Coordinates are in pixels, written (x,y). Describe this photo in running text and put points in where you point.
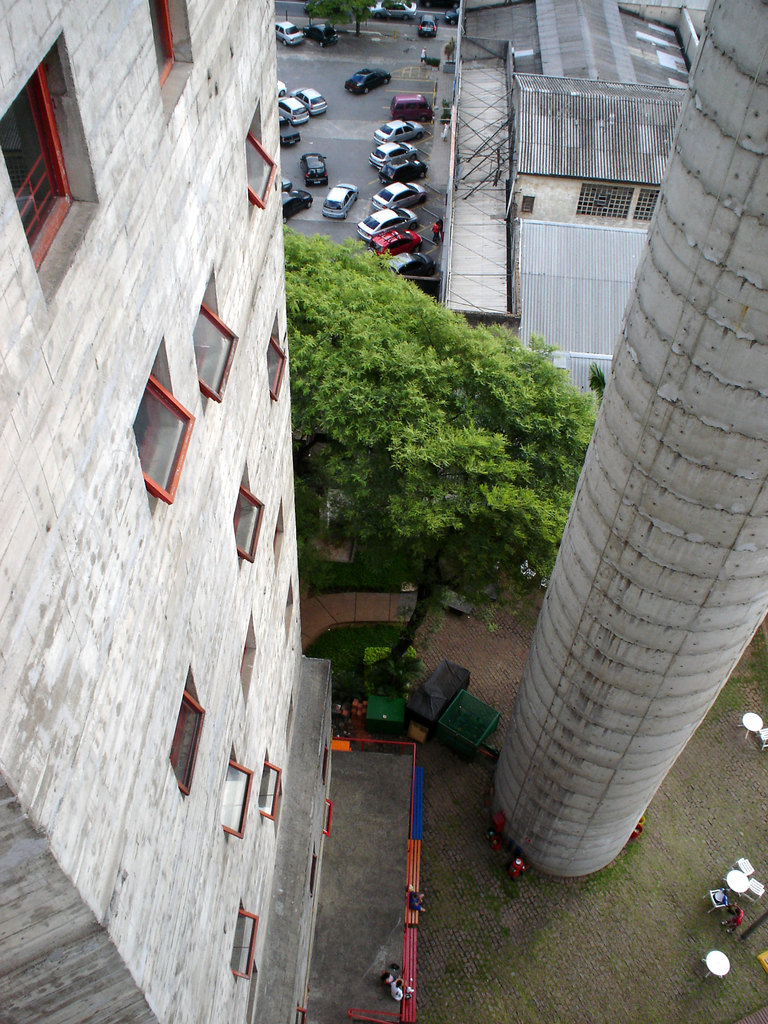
In this picture I can observe a building (29,487) on the left side (160,517). On the right side (602,509) there is a pillar (651,414). I can observe a tree (378,513) in the middle of the picture (424,545). There are some cars (372,242) parked on the road (368,139).
